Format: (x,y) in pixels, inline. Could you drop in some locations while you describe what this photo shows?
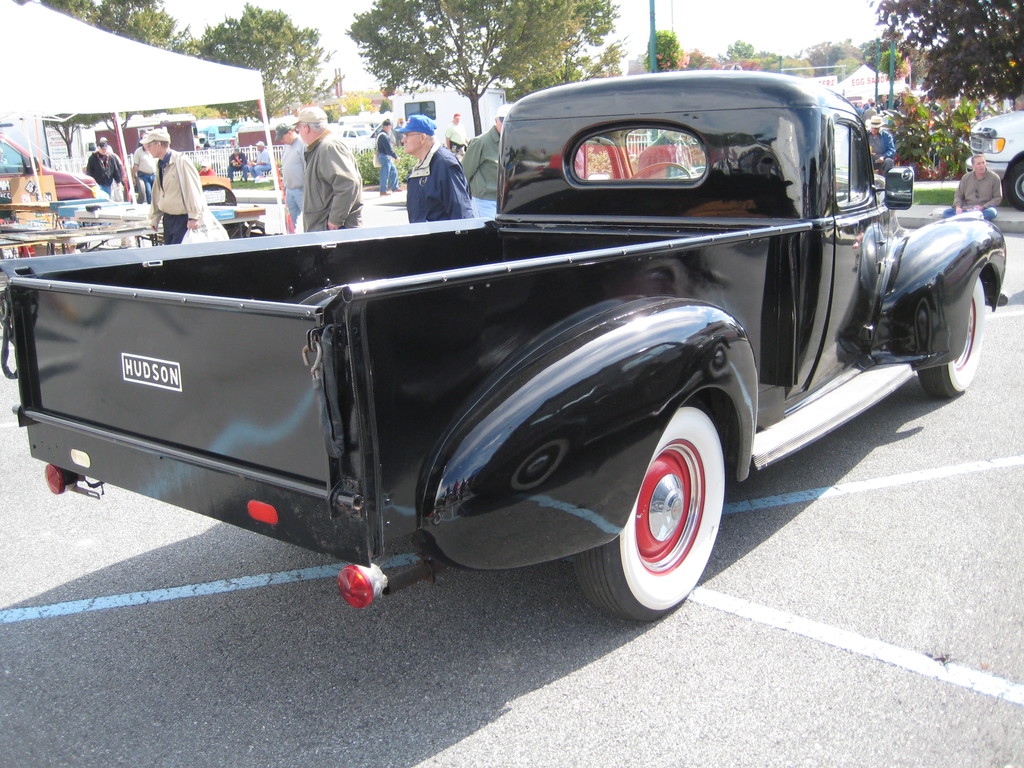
In this image, I can see a vehicle (769,443) on the road (707,628). There are few people (152,190) standing and few people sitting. On the left side of the image (92,215), I can see the tables (88,236) with few objects (103,225) on it and a canopy tent (99,78). On the right corner of the image (999,148), I can see another vehicle (1007,134). In the background (255,116), there are trees (559,50), plants (900,118), vehicles (338,126) and the sky (748,30).
